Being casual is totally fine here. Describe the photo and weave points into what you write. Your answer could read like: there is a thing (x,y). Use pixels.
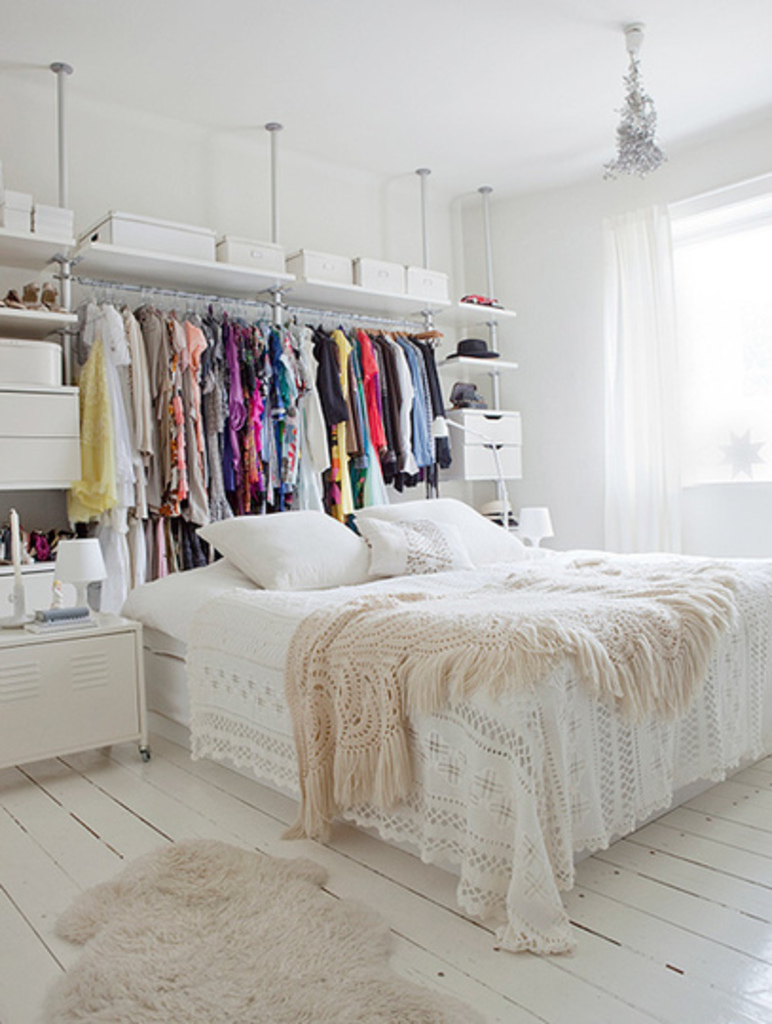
In this image we can see a bed (361,650) and pillows (368,573) and blanket (347,591) on the bed (459,669), on the left side of the image (77,579) there is a lamp (70,575), candle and few objects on the table (49,674) and there is a mat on the floor (178,827), on the right side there is a window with curtain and in the background (96,414) there are a few clothes (330,414) hanged and there are few boxes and a light (638,164) attached to the ceiling (604,73).
